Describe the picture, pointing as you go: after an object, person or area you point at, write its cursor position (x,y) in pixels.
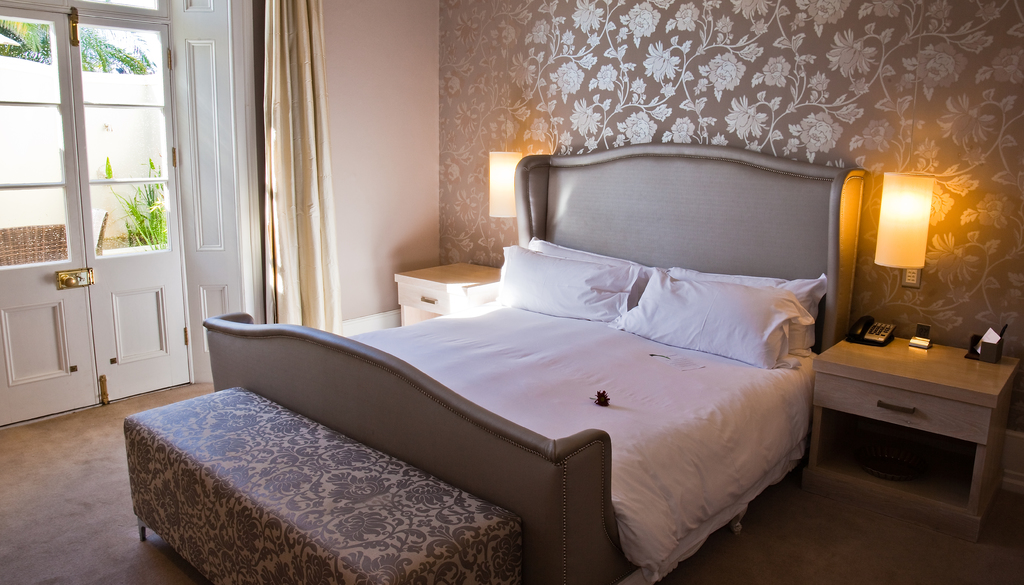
Here we can see a decorative wall (540,153) with lights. On the table (916,365) we can see telephone (865,326), papers (995,339). This is a bed (632,291) with white pillows (621,309) and blanket (563,409). This is a door (31,304). Through door glass (129,187) we can see a plant (150,222). This is a floor (50,450) and sofa (309,505).
